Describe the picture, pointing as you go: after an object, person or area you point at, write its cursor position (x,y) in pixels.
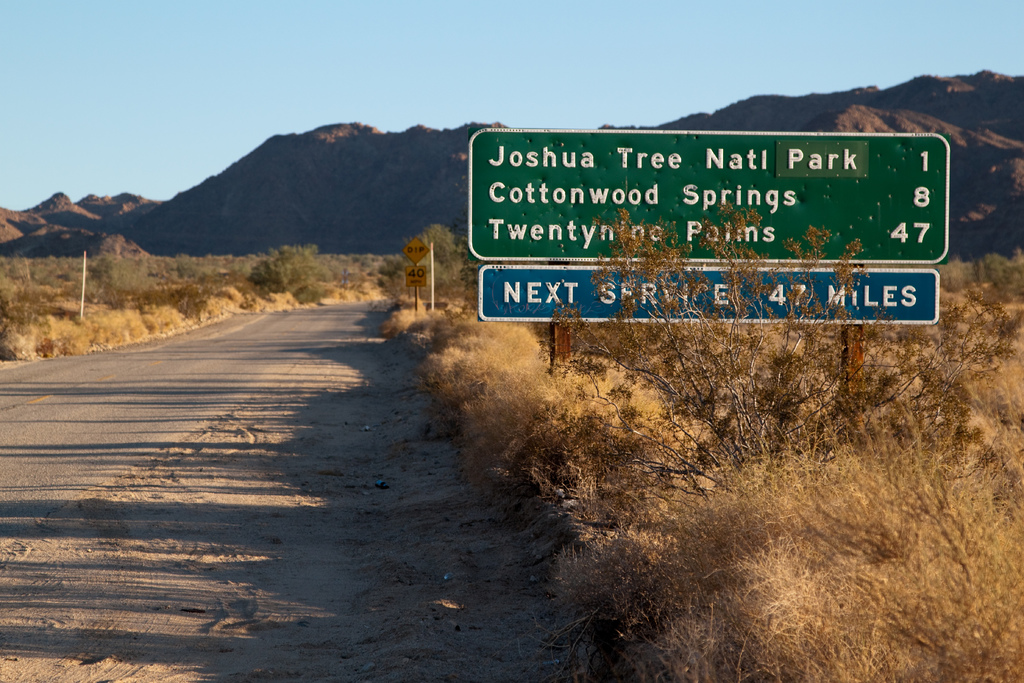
These are the sign boards (537,282) attached to the pole (557,335). I can see the dried bushes (474,369). This is the road (252,328). This looks like a speed limit board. These are the mountains (259,182). I can see the trees (128,268).
